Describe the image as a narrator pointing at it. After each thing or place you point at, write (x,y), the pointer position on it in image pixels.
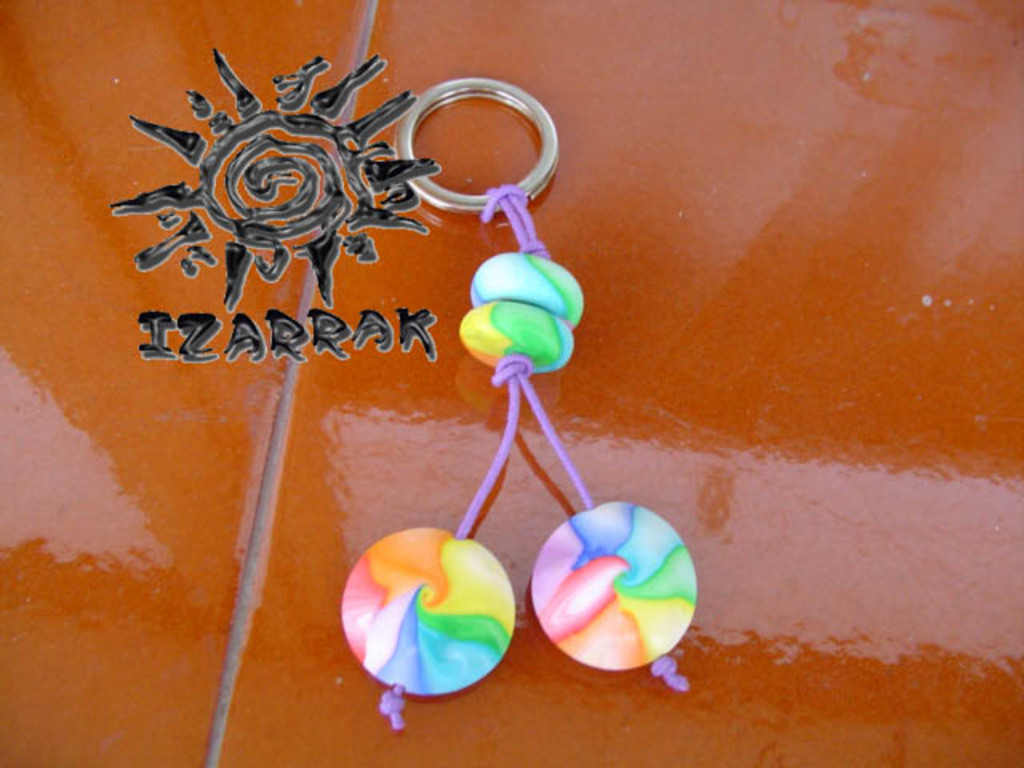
In the foreground of this picture (492,322), there is a keychain (547,320) placed on an orange colored surface (697,306) and beside there is a grout line (369,25) and a water mark (313,195).
